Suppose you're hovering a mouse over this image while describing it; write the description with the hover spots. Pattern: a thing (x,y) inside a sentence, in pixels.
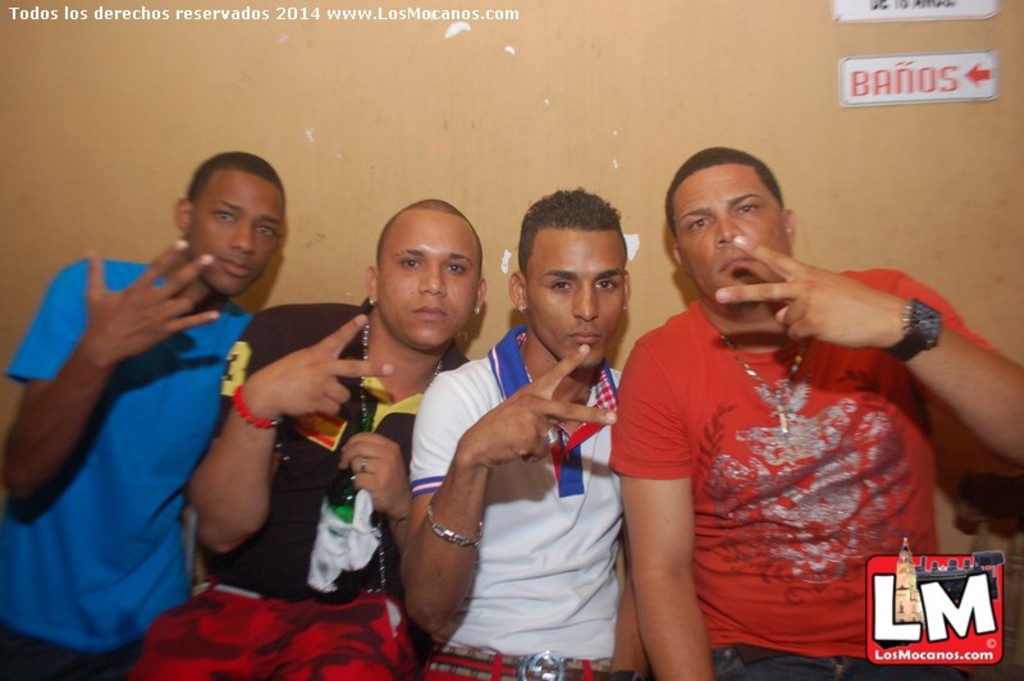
In this image there are few persons (103,644) showing some hand gestures (887,314). A person (753,552) wearing a red shirt (841,390) is having watch (903,342) to his hand (851,324). Behind them there is wall (830,173) having few poster (926,88) attached to it.
